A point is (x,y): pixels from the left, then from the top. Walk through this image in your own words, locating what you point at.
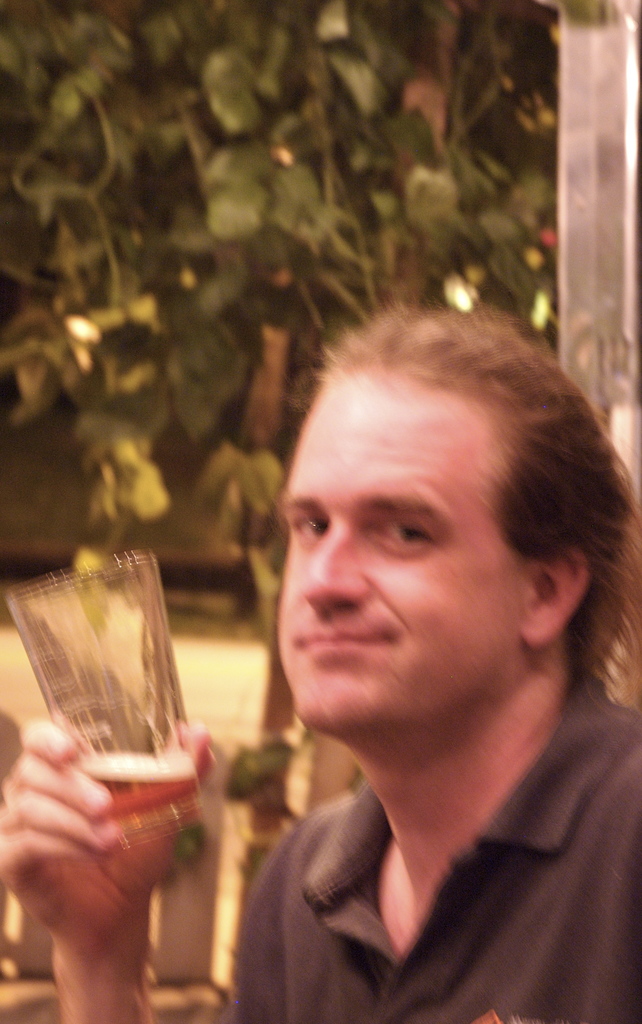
In this image we have a man (521,734) who is wearing a black t-shirt (551,944) and holding a glass (103,764) in his hands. Behind the man (347,590) we have a tree (218,204).
